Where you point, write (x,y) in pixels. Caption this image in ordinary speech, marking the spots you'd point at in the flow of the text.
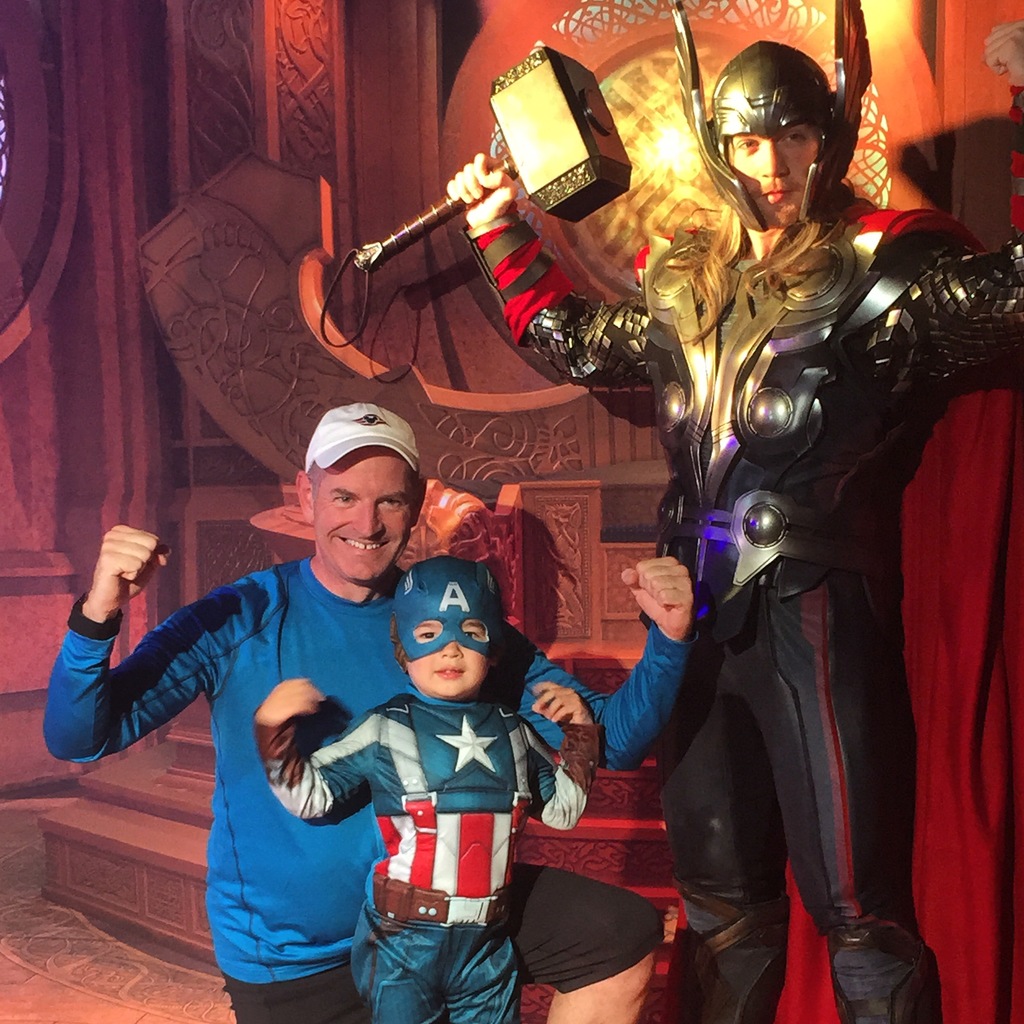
In the image we can see there are people (478,699) standing and they are wearing costume of avengers (587,774). The person (744,420) is holding hammer (597,207) in his hand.
